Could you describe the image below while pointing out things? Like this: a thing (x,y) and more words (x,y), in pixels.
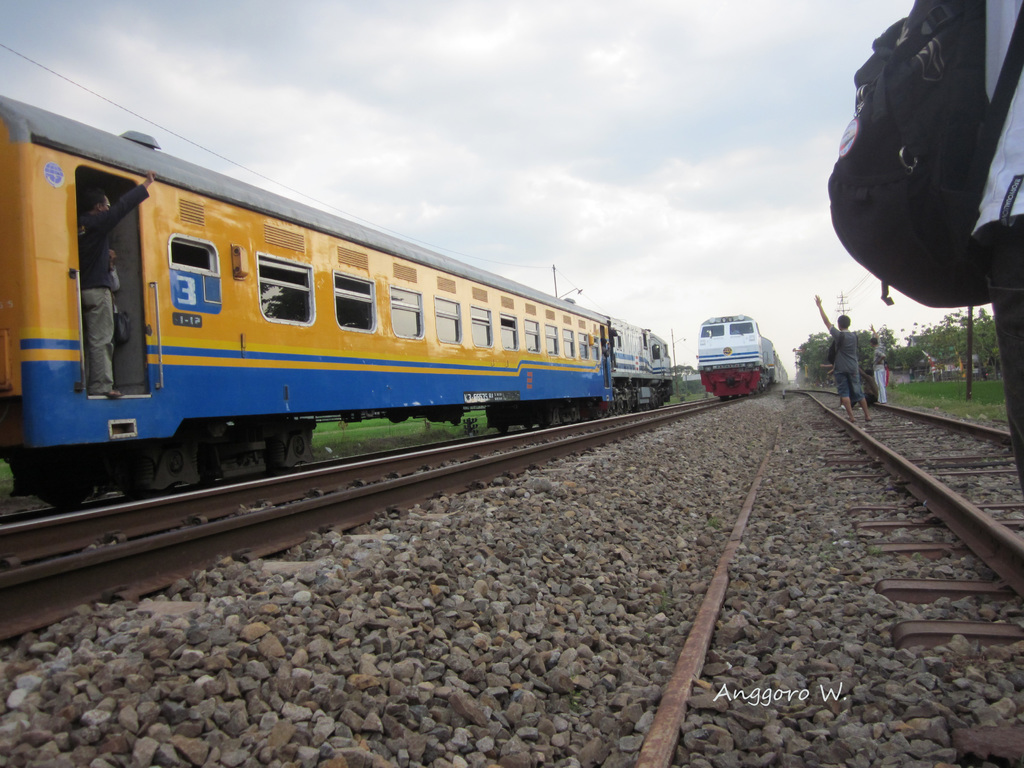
This is an outside view. Here I can see two trains (550,342) on the railway tracks (285,519). At the bottom (376,685), I can see the stones (511,672) on the ground (594,581). On the right side (847,392) there are few people (882,397) standing on the railway track (937,478), in the background (987,336) there are some trees (927,336). Here I can see a person (986,257) wearing a bag (922,122) and standing. At the top of the image (379,63) I can see the sky (483,81) and clouds (460,71).
